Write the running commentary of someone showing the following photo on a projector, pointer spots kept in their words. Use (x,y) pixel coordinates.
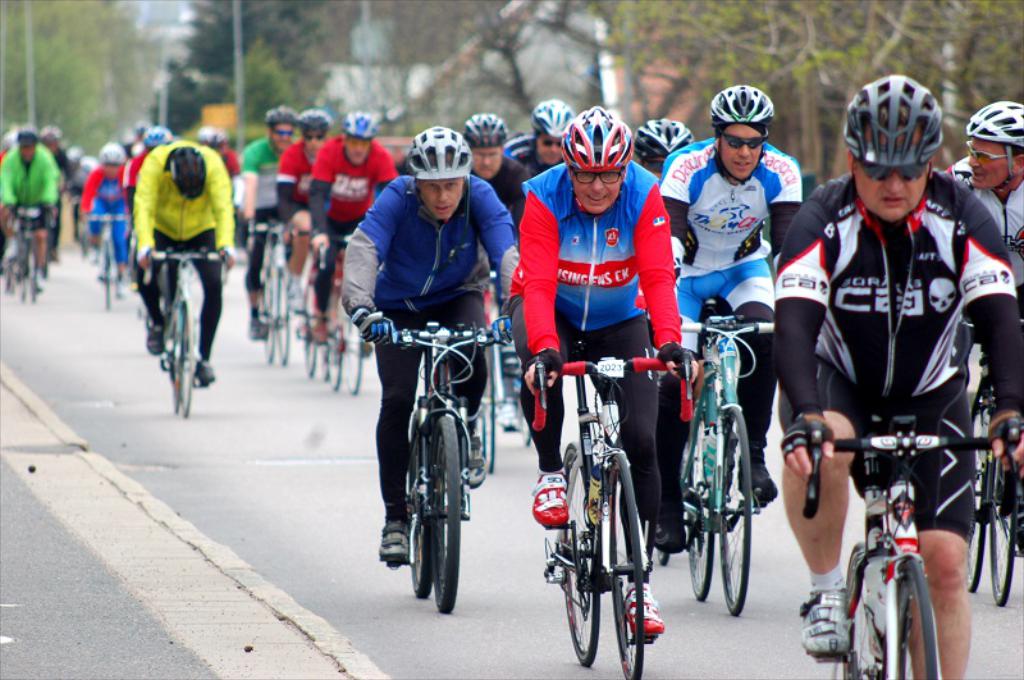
This image is taken outdoors. At the bottom of the image (238,510) there is a road (20,350). In the background (52,60) there are many trees (86,48). In the middle of the image (427,397) many people (224,202) are riding on the bicycles (882,575).
